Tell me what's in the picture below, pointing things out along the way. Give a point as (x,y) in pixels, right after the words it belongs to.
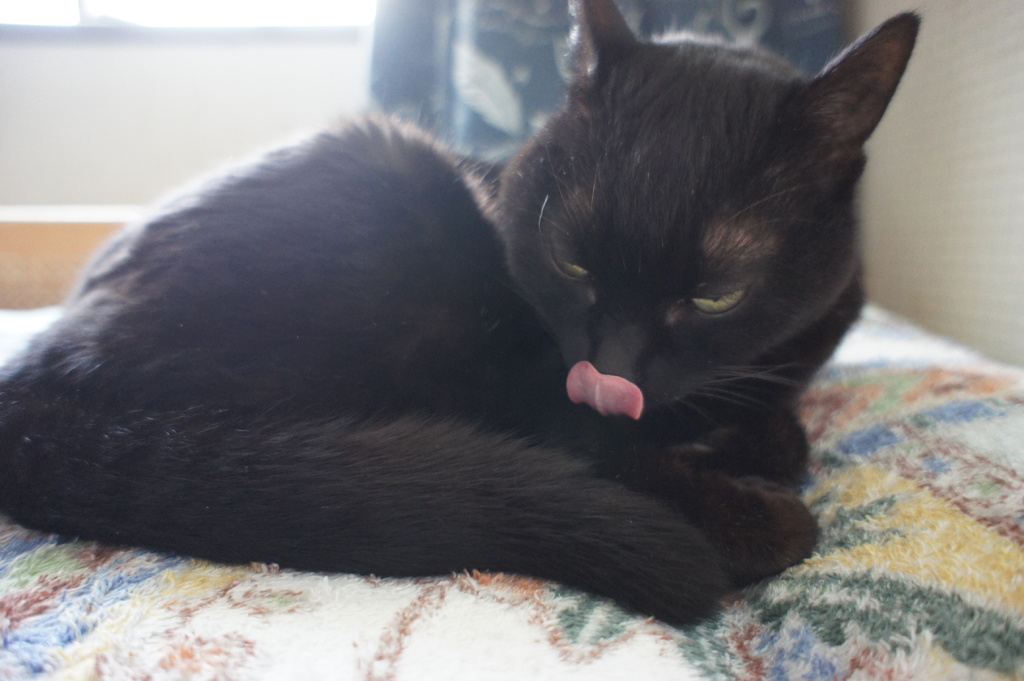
In this image I see a cat (494,248) which is of black in color and it is on a couch (774,607) which is colorful and I see the blue and white color cloth (519,43) in the background (522,50).
